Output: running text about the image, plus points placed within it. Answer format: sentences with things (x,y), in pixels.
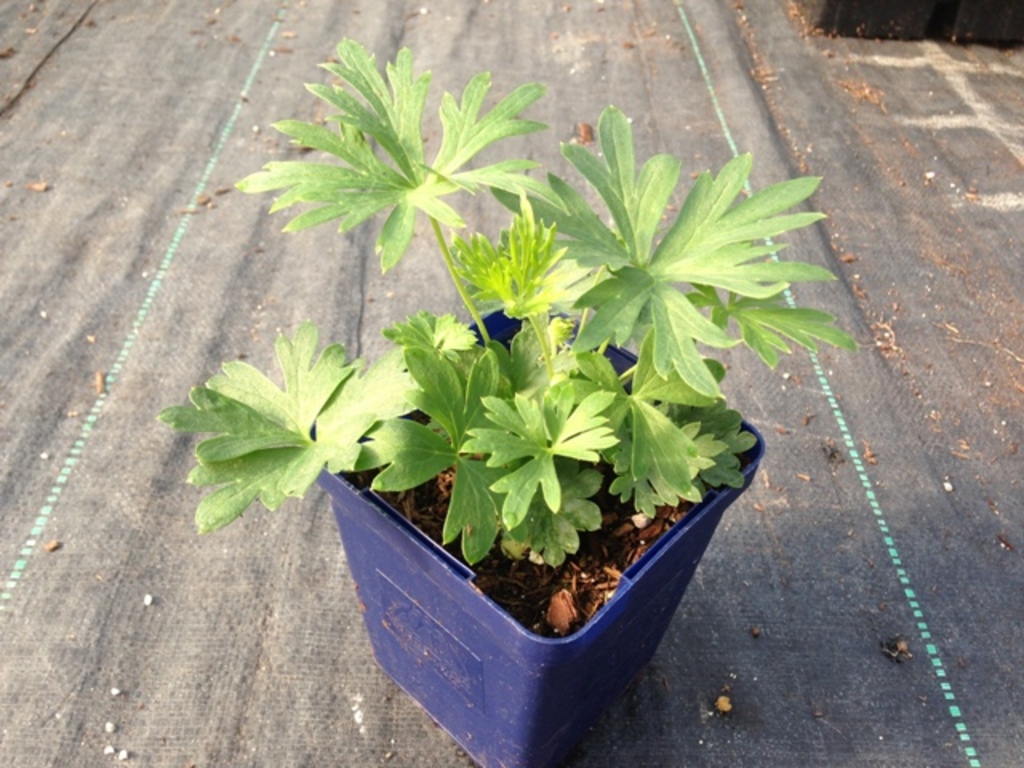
In this image in front there is a plant (349,361) on the fabric (200,361).
